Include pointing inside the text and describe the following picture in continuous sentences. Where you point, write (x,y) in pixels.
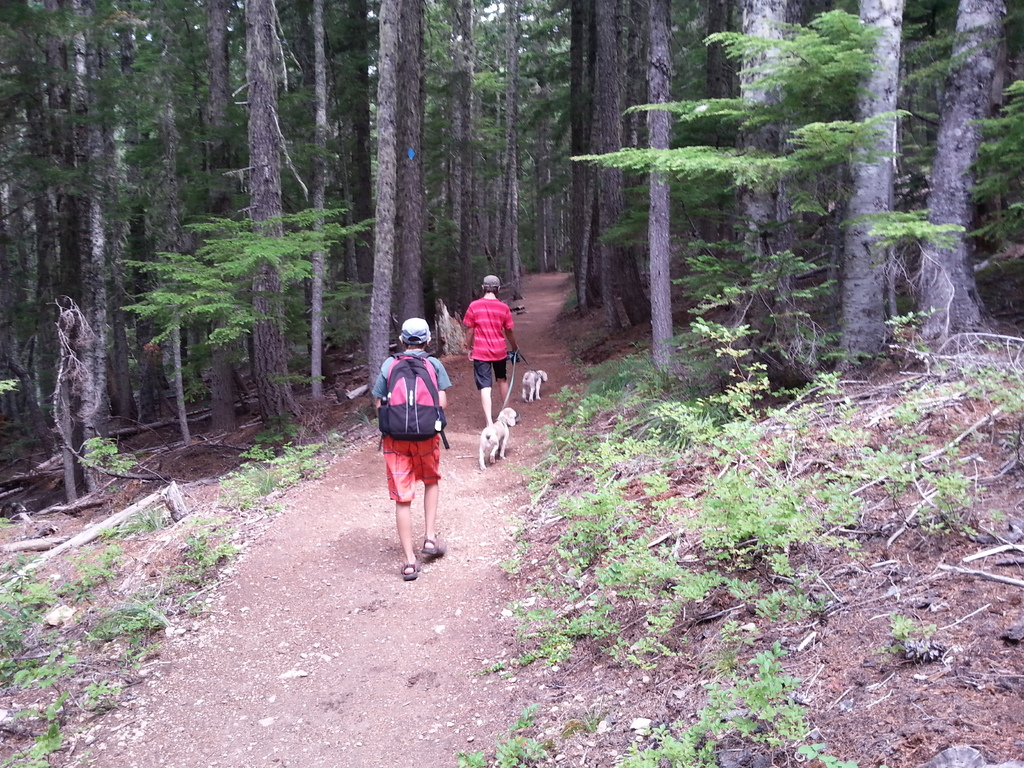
In this image we can see this person (415,435) wearing cap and backpack (412,434) is walking on the road (417,621). Here we can see this person (472,318) wearing red color T-shirt (491,338) and these two dogs (512,413) are also walking on the road (483,509). On the either side of the image we can see trees (549,217).
